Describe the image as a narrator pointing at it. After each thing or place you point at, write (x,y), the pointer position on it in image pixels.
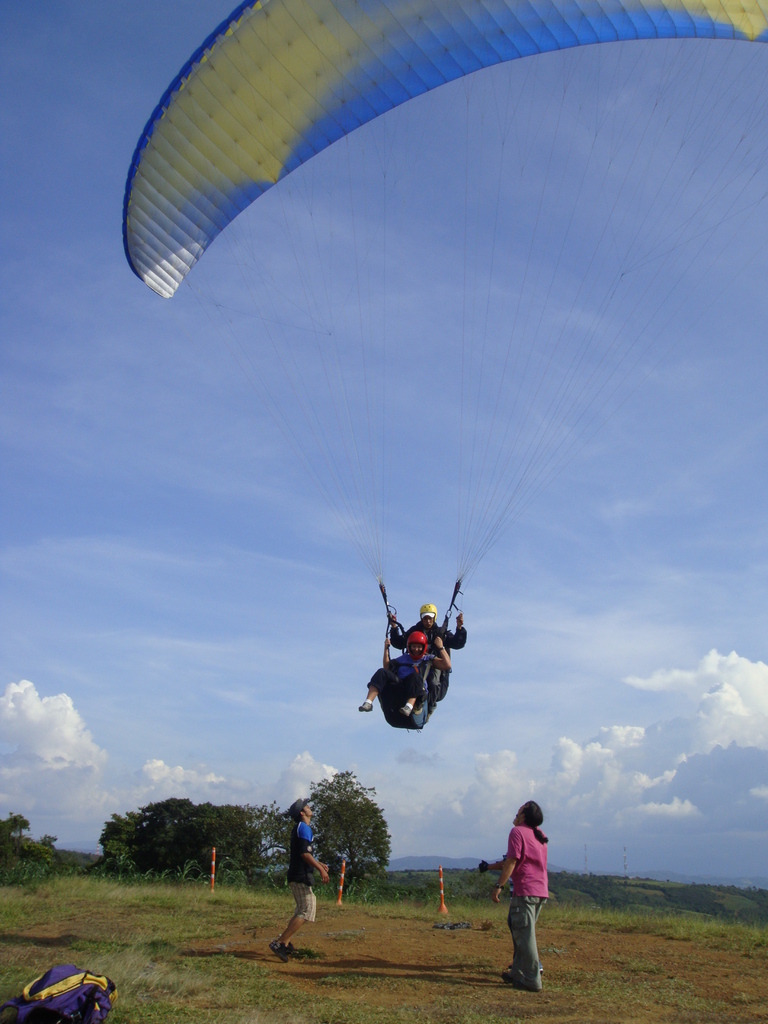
This image consists of four persons (520,961). At the bottom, there are two persons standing on the ground (137,965). And there is green grass (187,955) on the ground (183,938). On the left (71,1006), there is a backpack (57,995). In the background (269,850), there are trees (196,825). And two persons (409,707) are flying in the sky (390,563) with a parachute (300,58). At the top (699,323), there are clouds (700,714) in the sky (253,722).
